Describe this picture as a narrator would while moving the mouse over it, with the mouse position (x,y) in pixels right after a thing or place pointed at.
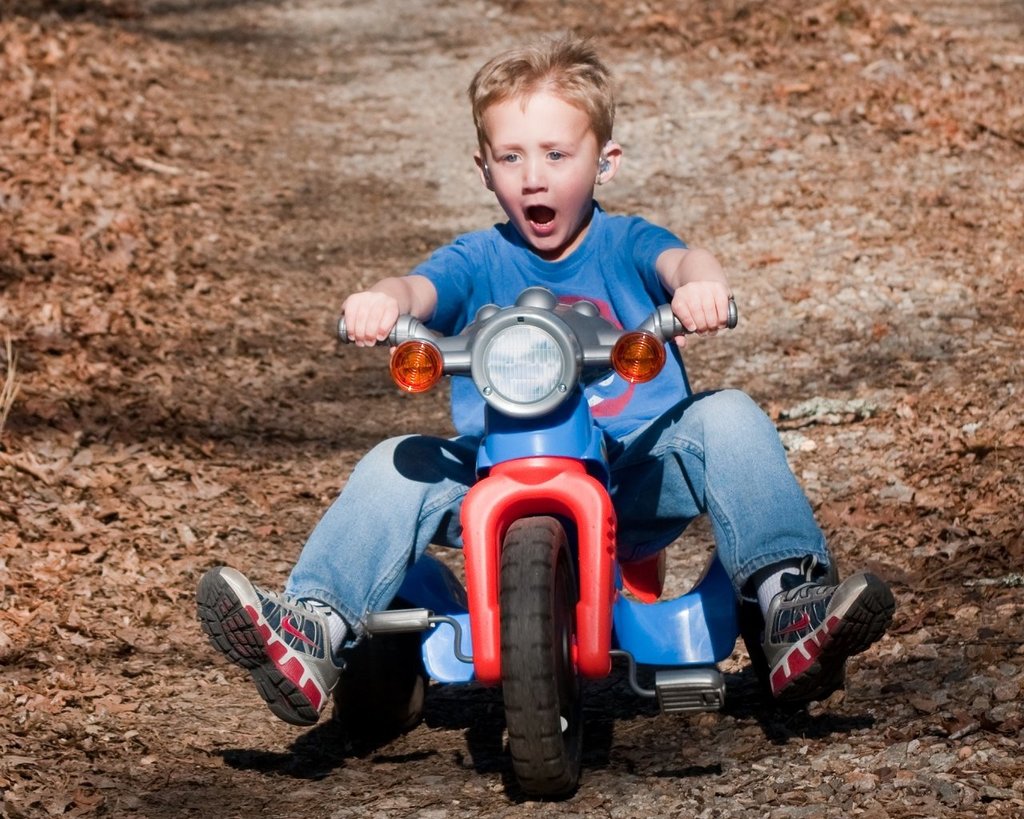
This picture is clicked outside. In the center (657,300) there is a kid (528,241) wearing blue color t-shirt (626,268) and riding a bike (489,412). In the background (958,462) we can see the ground (229,357) and the dry leaves (760,258) and we can see the gravels (926,778).
